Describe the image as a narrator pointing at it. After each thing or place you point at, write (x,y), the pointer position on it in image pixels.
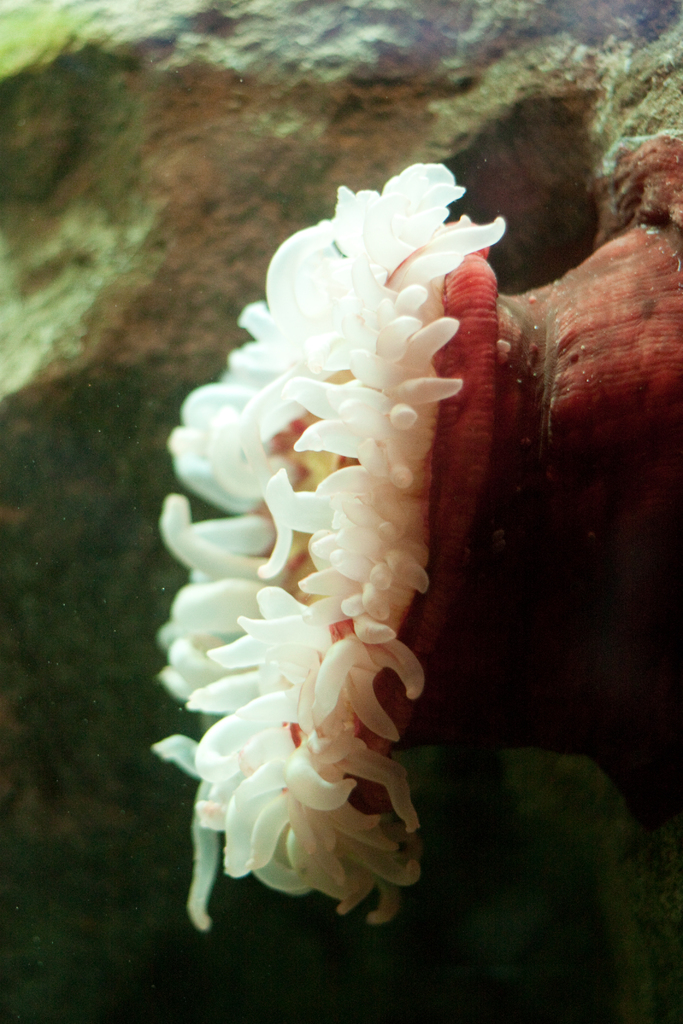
In this picture we can see a underwater animal (310,546).
